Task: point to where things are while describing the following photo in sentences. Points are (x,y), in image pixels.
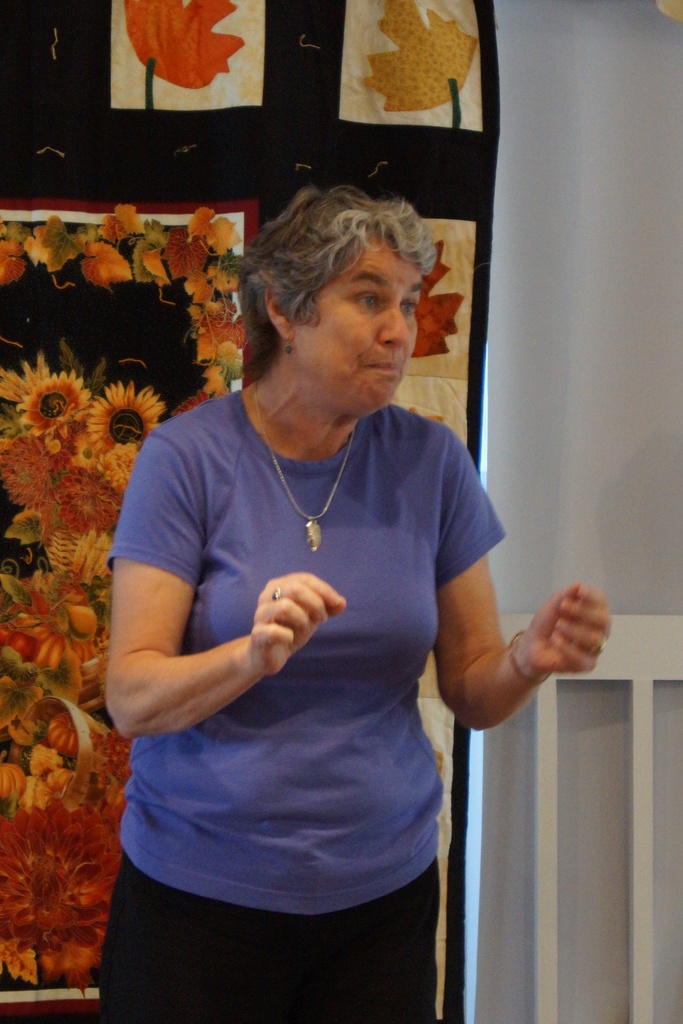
In this image I see a woman (394,330) who is wearing purple color top (351,599) and I see that she is standing and In the background (229,288) I see few arts (193,77) on the quilt (52,951) and I see the wall (578,404).
